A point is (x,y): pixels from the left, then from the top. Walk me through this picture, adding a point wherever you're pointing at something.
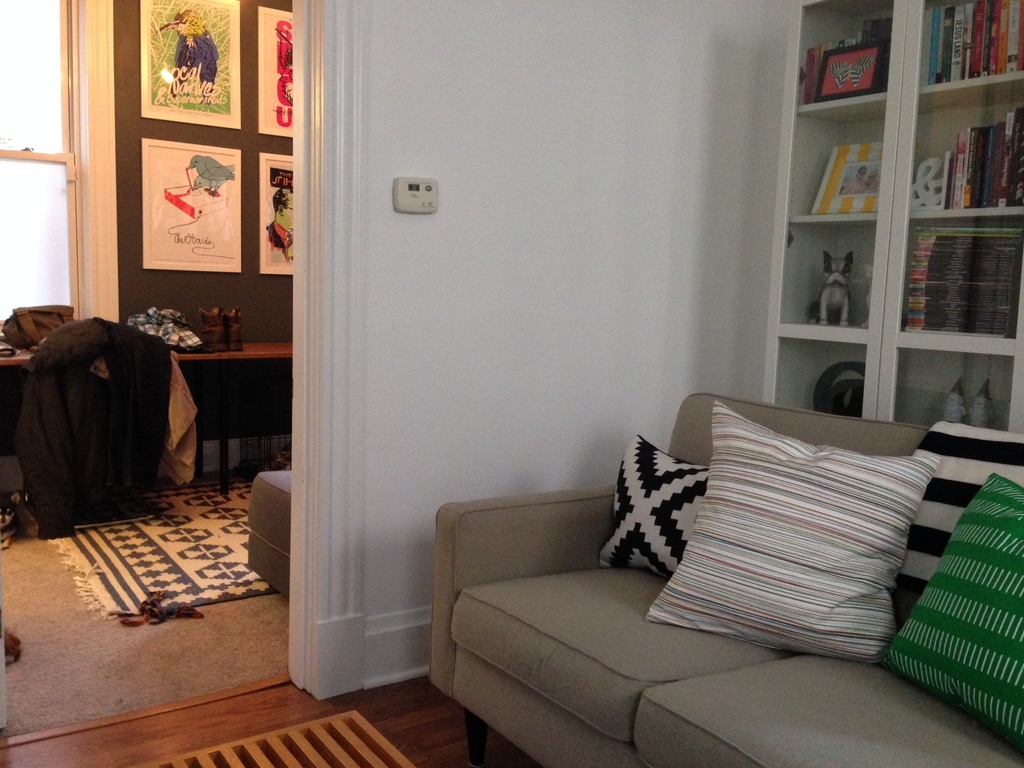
In this image we can see a sofa (748,710) with pillows (761,573), cupboard (910,149), carpet (178,564), some things (57,377) on table (212,354) and photo frames (195,181) on the wall (257,120).
